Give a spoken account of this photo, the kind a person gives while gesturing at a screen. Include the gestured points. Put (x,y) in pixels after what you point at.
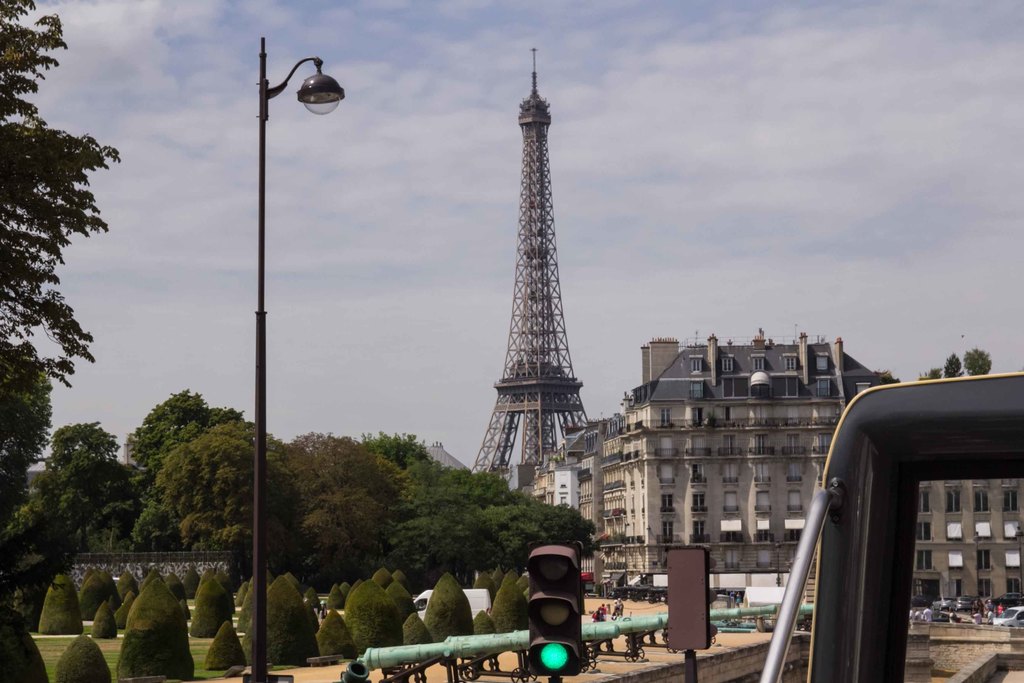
This image consists of trees (177,544) and plants (208,636). To the right (840,593), there is a vehicle (818,580). In the background (538,382), there is a tower (525,199) along with the buildings (687,494). At the bottom (548,662), there is signal pole (568,633).
